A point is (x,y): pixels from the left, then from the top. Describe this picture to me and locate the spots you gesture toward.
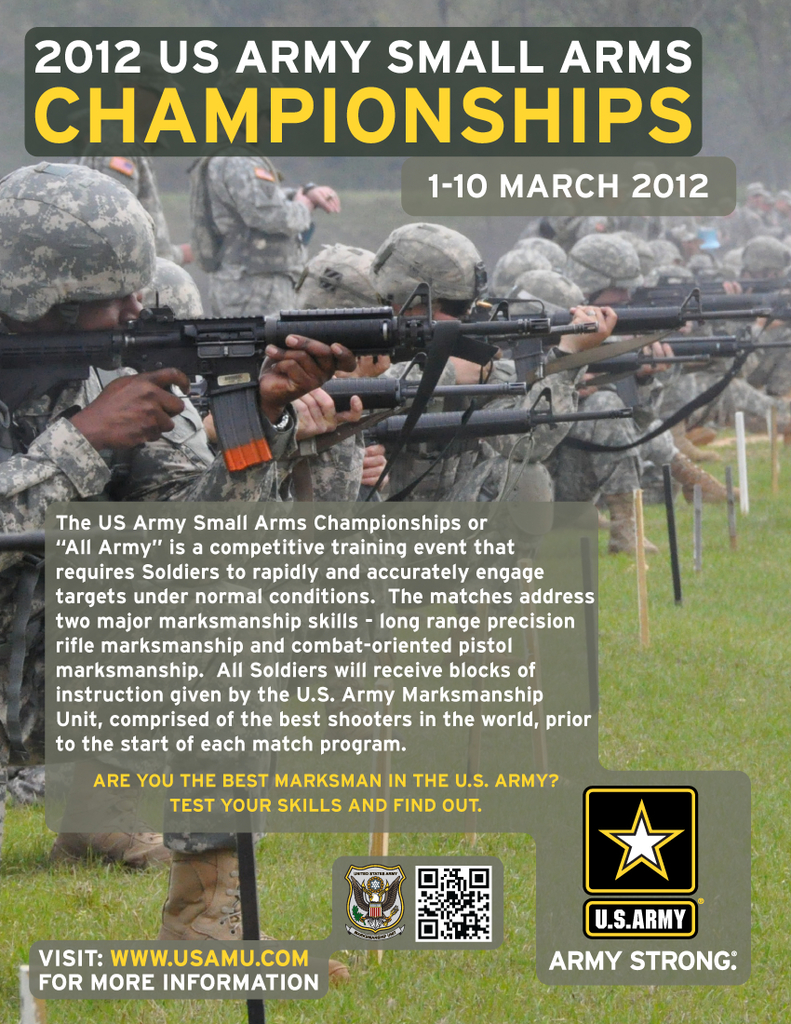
In this image we can see a picture of a group of persons (605,285) standing on a grass field (746,715) wearing military uniforms (245,303) and caps (367,303). Some persons (548,275) are holding guns (447,417) with their hands (118,417). In the background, we can see some sticks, logos (617,853) and some text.
